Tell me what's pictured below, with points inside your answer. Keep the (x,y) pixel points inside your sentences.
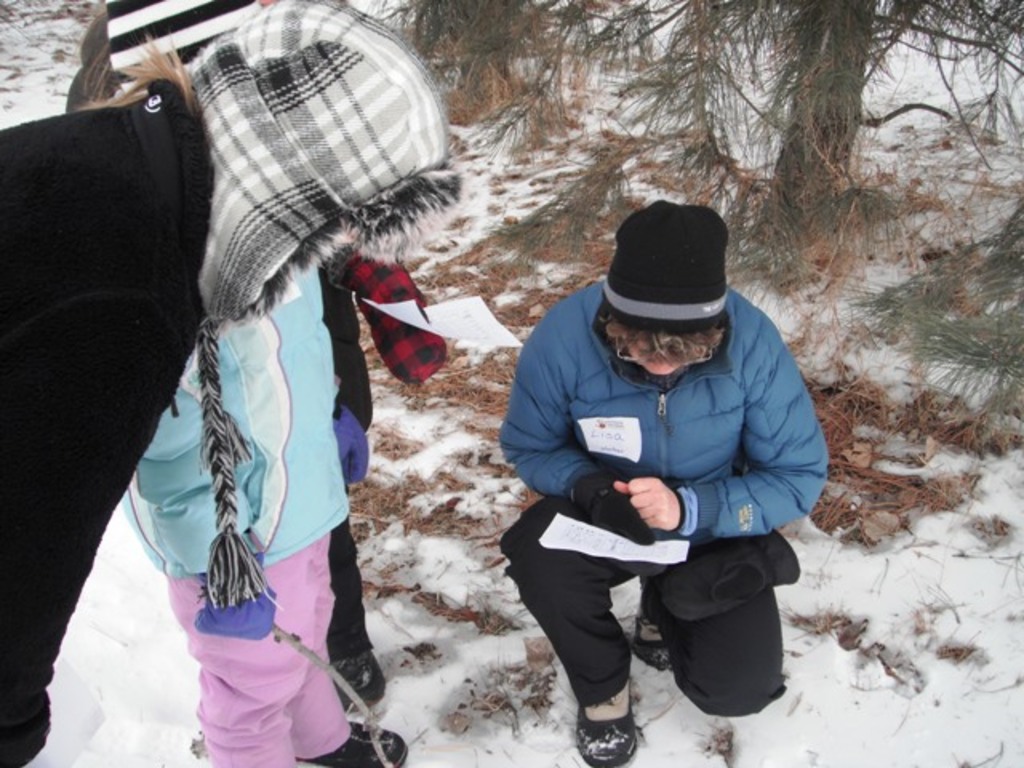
In this image there is a person (623,496) kneeling down in the snow (639,597) by wearing the jacket (666,463), gloves (600,491) and a cap (639,298). On the left side (189,389) there are few persons (199,428) standing in the snow (543,268). In the background (666,87) there are trees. On the ground (413,470) there is snow (425,552) and some dry leaves (502,272).
